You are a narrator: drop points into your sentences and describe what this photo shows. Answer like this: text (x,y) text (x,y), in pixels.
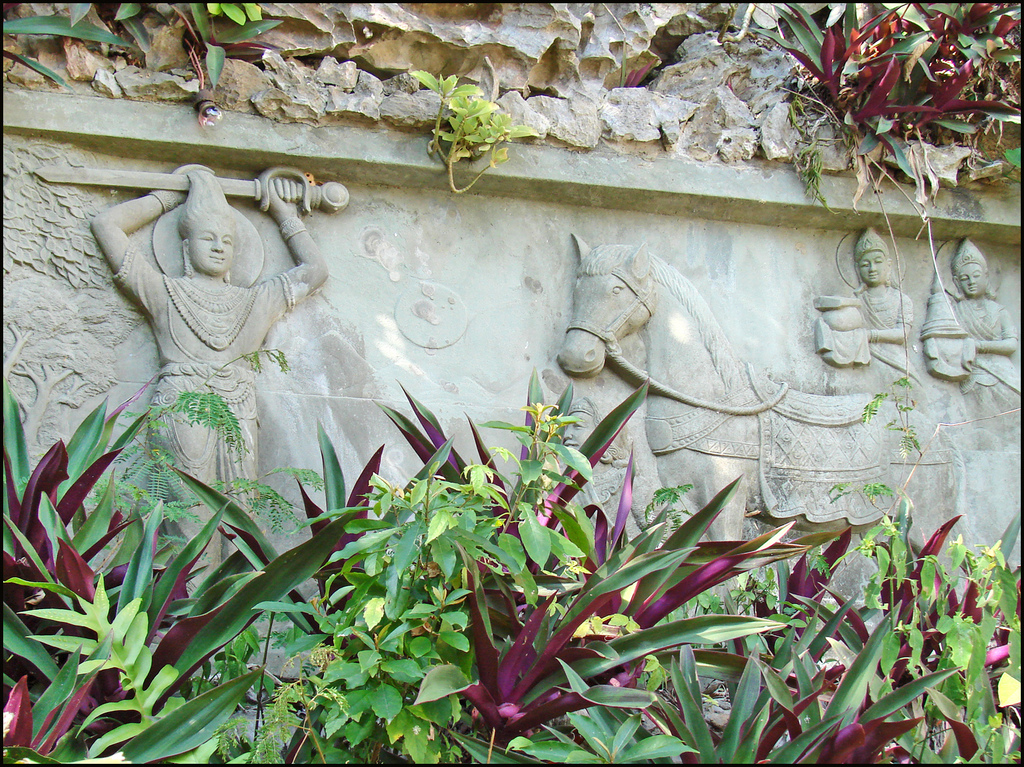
In this image at the bottom (575,710) we can see plants (580,681) and there are carvings (600,408) on the stone (353,345). At the top (439,121) we can see stones (387,16), plants (891,38) and a bulb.
